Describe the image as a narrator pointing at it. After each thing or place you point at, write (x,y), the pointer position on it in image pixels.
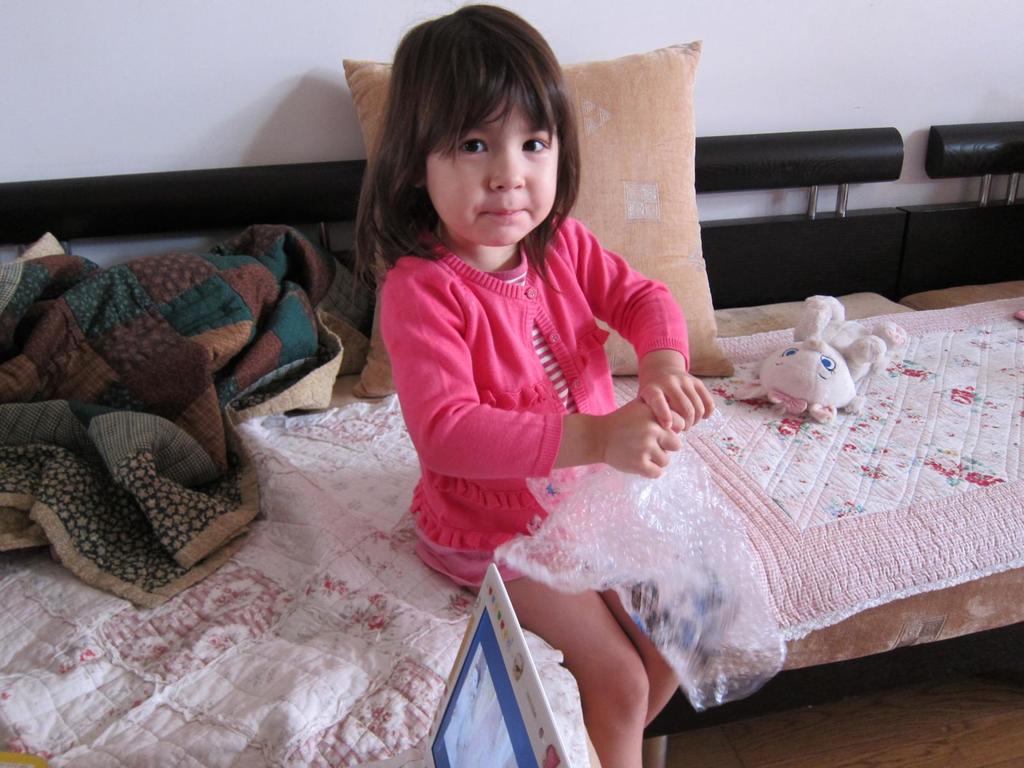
In this image there is a baby girl (462,562) sitting on sofa (810,680) behind him there is a blanket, pillow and doll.
